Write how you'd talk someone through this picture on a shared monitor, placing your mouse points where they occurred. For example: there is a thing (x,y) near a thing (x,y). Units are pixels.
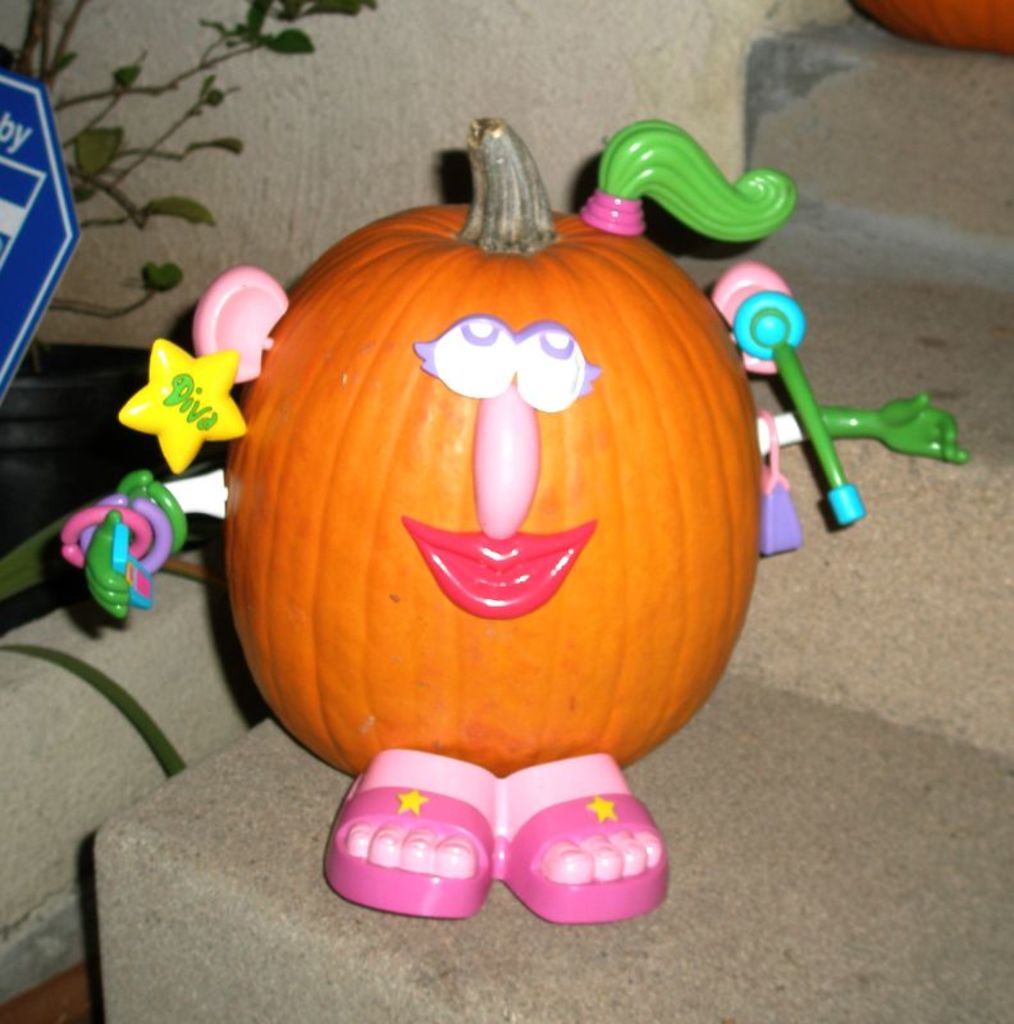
In this picture we can see a pumpkin (380,723) on the stairs (725,711) with some toys (617,827) on it. There is a plant (85,100) and a blue object (33,125) on the left side (8,313). There is another pumpkin (963,14) on top (974,8).
